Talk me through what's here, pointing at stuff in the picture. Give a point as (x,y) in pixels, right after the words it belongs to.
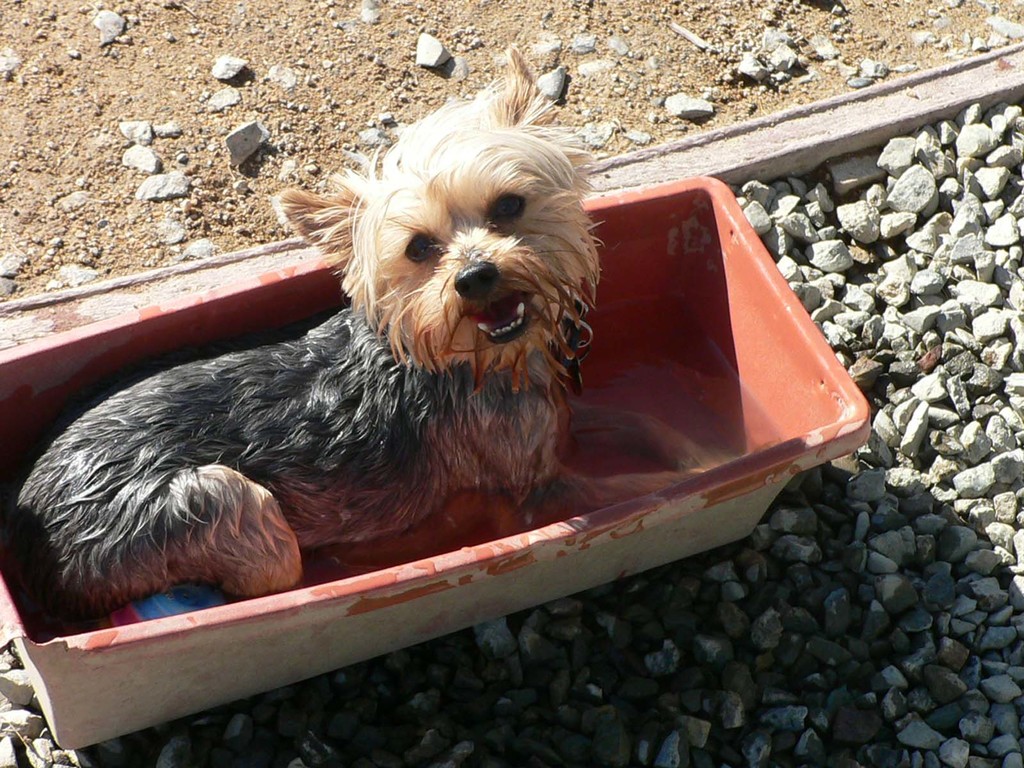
In the center of the image (512,470) we can see a dog (507,377) in the tub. At the bottom (767,605) there are stones (934,440).
